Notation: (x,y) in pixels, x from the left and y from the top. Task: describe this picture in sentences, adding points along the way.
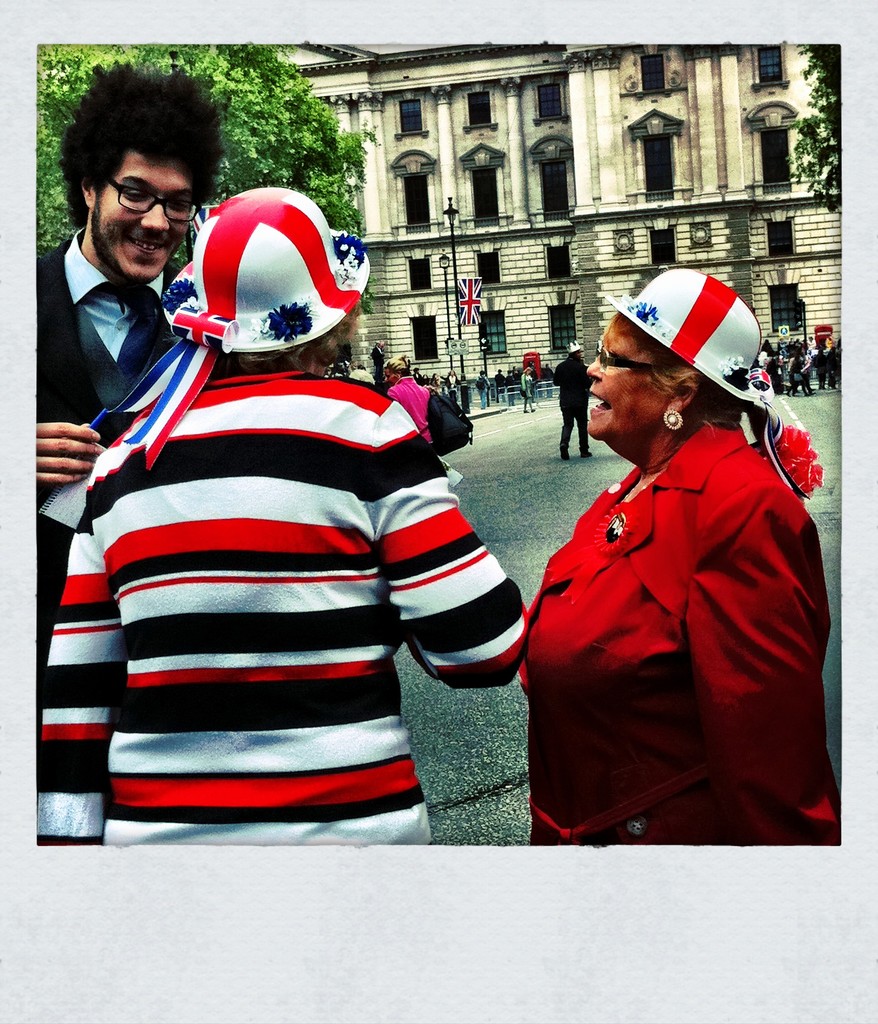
In this image we can see three persons (328,501) standing on the road (520,747). In the background (610,199) there is a building (603,152), trees (286,87), light poles (459,327), flag (463,282) and also few people (803,351) are visible.
